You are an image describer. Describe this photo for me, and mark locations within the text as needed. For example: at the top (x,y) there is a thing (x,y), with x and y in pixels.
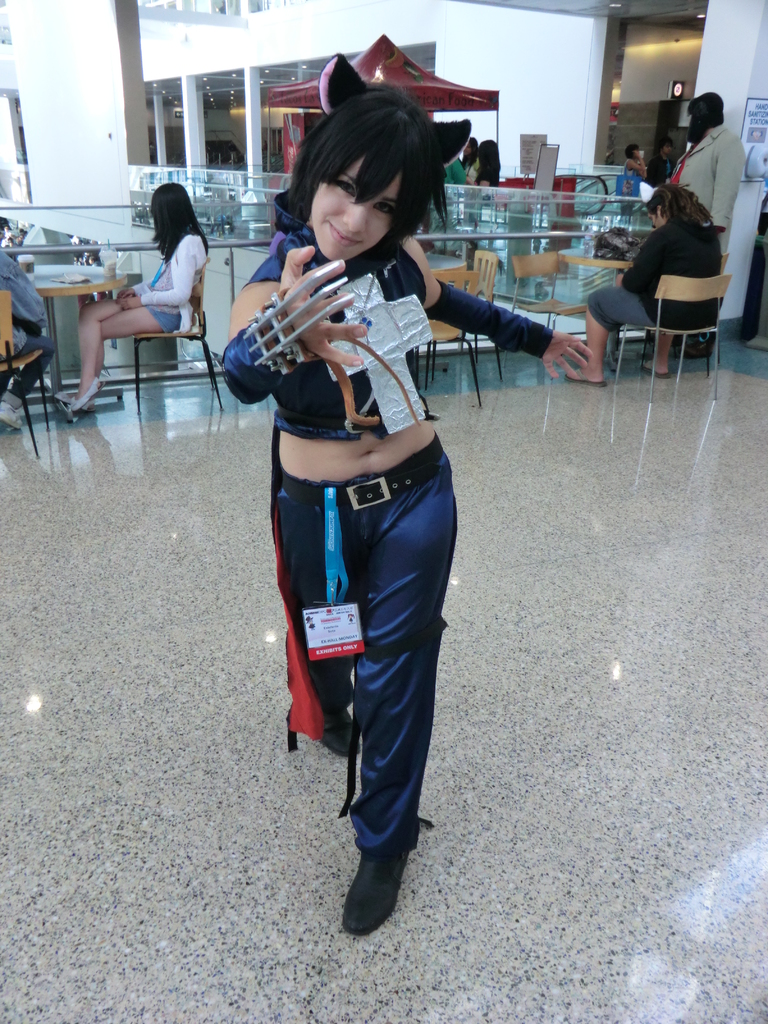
In this picture there is a woman (409,535) standing, she wore a identity card (318,635). There are few more people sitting in front the table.
